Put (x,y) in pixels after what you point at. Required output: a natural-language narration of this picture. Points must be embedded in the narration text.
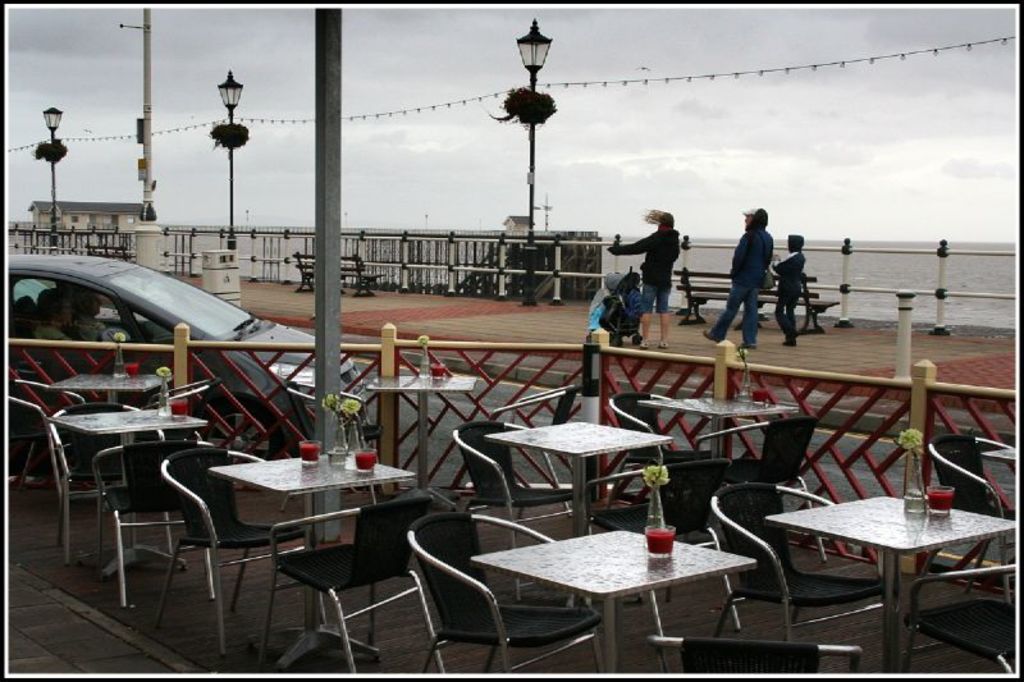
In this image we can see some people (746,299) on the ground (770,321), some benches (700,301), baby carrier (623,281) and some chairs (721,495) placed on the ground (21,621), we can also see some plants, glasses (664,541) placed on the tables (577,491). In the center of the image (668,362) we can see a fence (685,360) and some poles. On the left side of the image (81,321) we can see two people (93,313) in a vehicle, a building (115,212) with windows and roof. In the background (967,270), we can see some light poles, water (873,258) and the sky (584,105).
